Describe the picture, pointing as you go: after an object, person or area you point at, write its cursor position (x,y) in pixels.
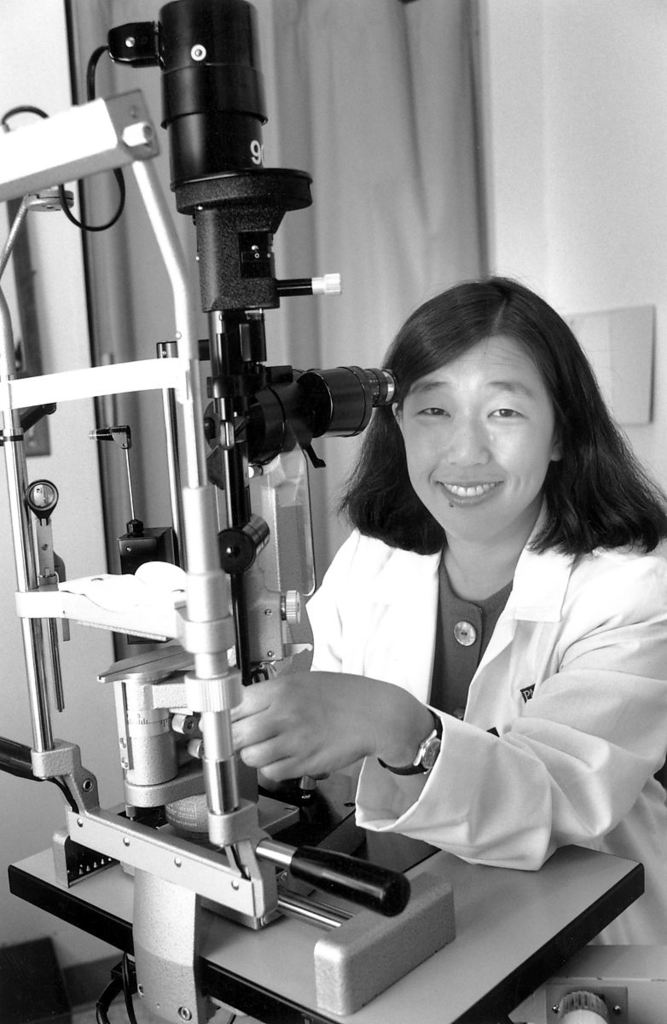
This is a black and white image, in this image in the center (400,487) there is one woman (507,584) smiling and she is holding something. In front of her there is some instrument (120,148), and in the background (381,282) there is curtain (410,185) and wall (586,59). At the bottom (349,919) there are some objects (347,973).
